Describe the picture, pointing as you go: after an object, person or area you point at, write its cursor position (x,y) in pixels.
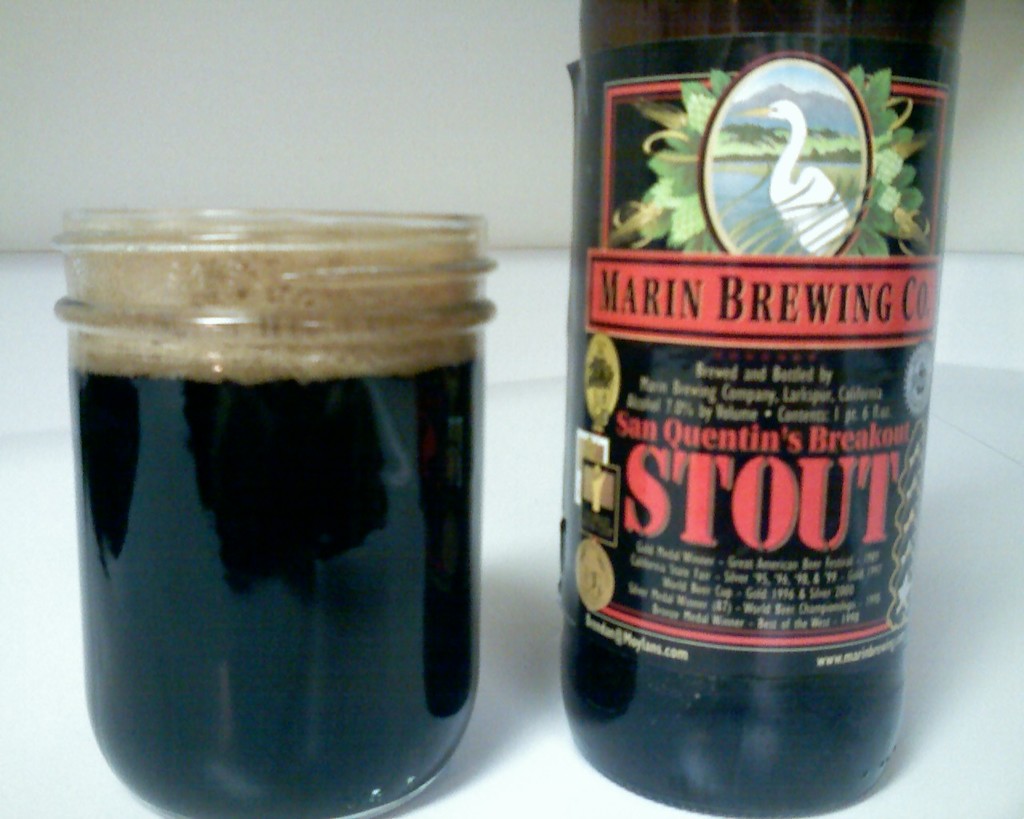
In this image I can see the bottle (715,283) and the glass jar (261,330) with some liquid (273,490) in it. These are on the white color surface (527,740). And there is a white background (386,13).
